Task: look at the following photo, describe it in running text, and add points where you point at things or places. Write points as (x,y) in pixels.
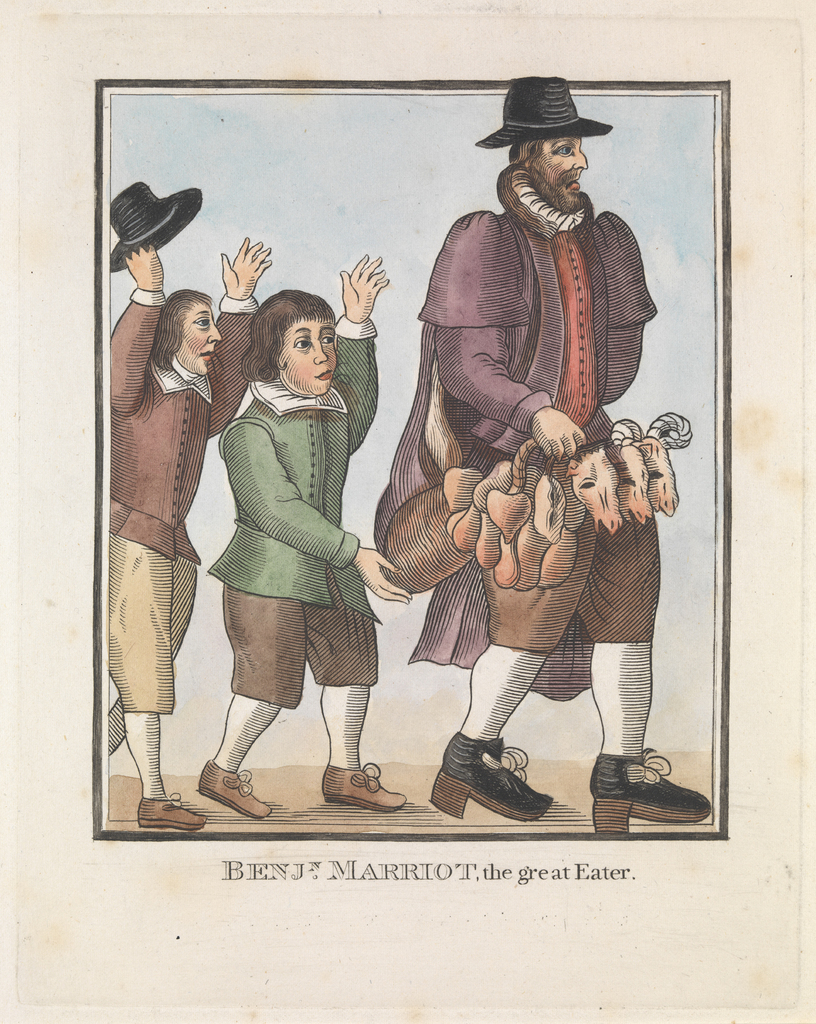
In this image I can see three persons (168,428) walking. In front (391,511) the person (380,527) is wearing purple and brown color dress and I can see the white color background (627,52).
